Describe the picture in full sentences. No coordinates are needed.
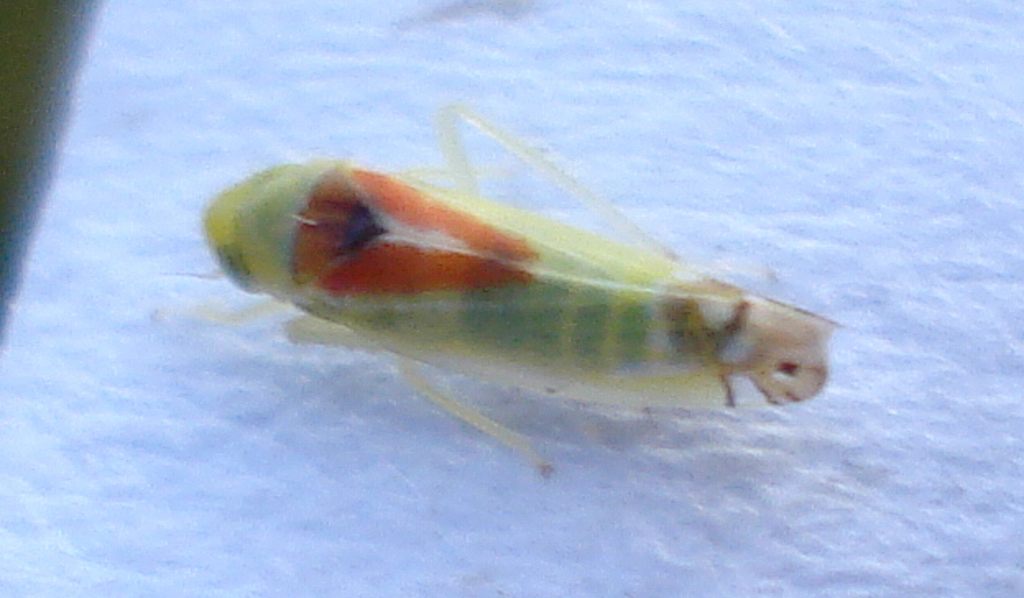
In the picture there is an insect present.
